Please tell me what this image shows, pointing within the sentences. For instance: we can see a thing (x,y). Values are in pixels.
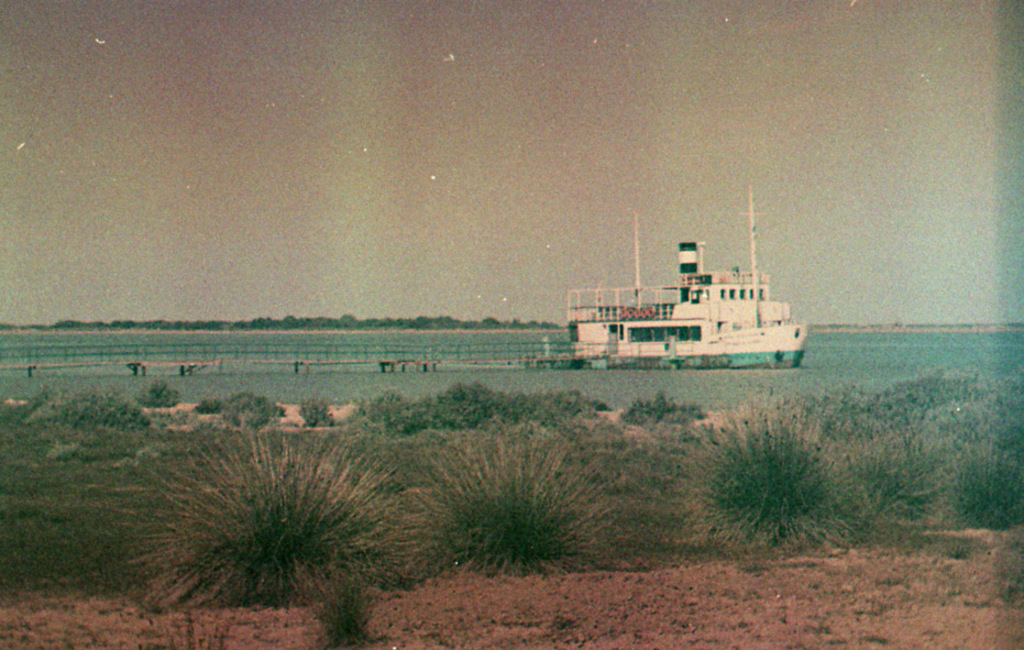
In this image in the front (477,503) there are plants (574,492). In the center (357,391) there is a ship (659,342) on the water (300,338). In the background (115,325) there are trees (156,324).
